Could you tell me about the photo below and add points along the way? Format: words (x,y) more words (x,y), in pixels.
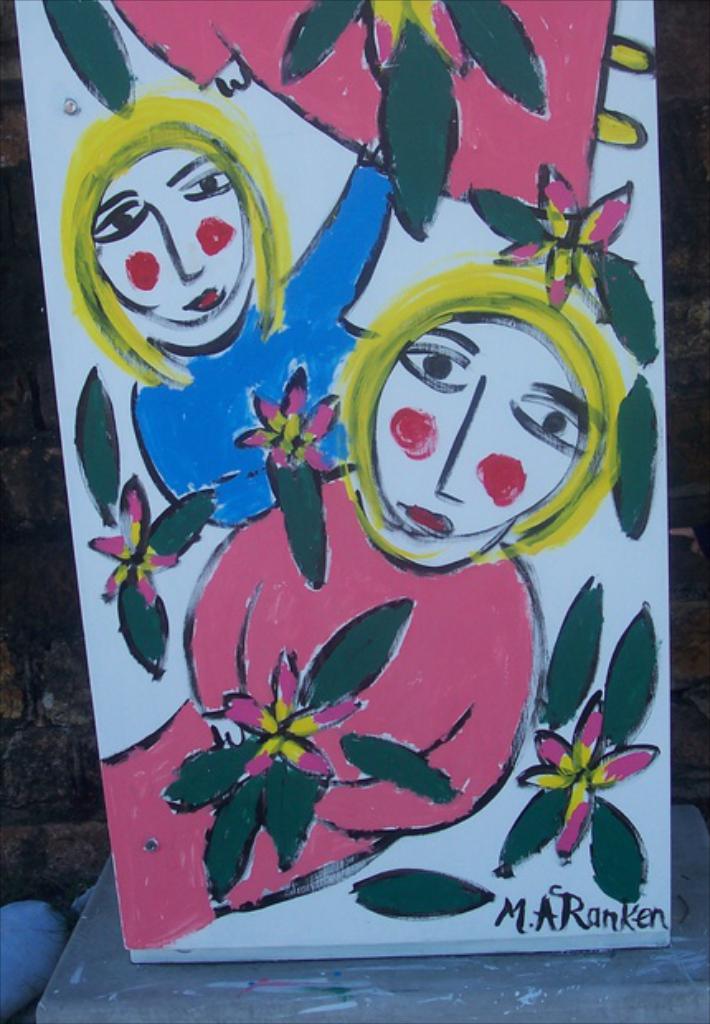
In this image we can see a painting (323,420) on a board (364,464) with some persons (348,454) and flowers (299,443) on it.
